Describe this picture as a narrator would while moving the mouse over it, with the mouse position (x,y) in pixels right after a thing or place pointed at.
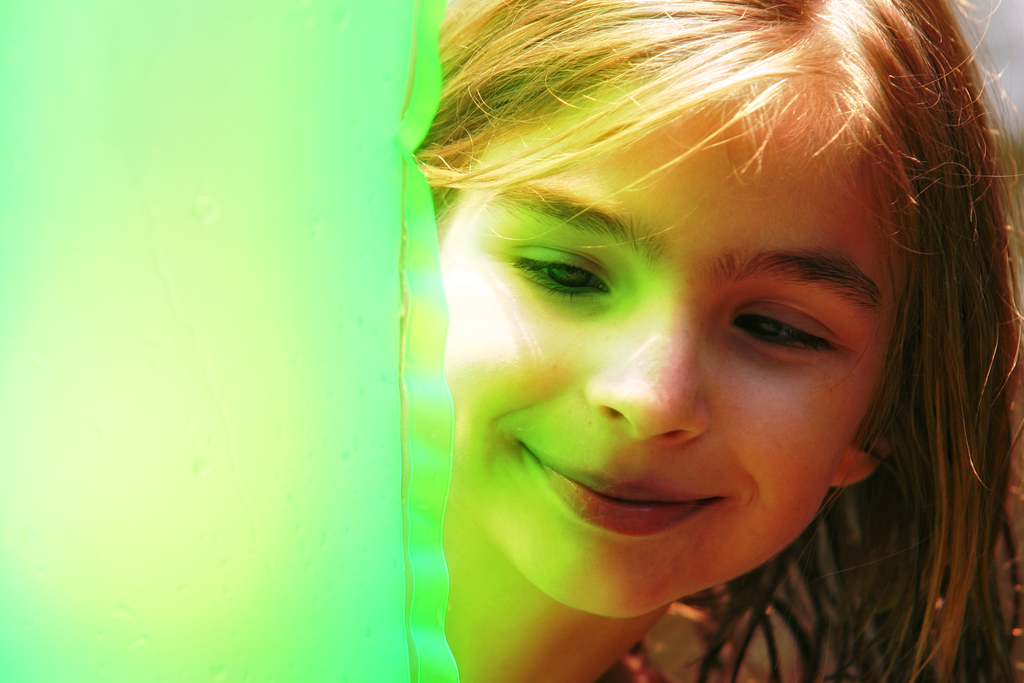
In this image there is a girl (686,571) with a smile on her face (628,309).
